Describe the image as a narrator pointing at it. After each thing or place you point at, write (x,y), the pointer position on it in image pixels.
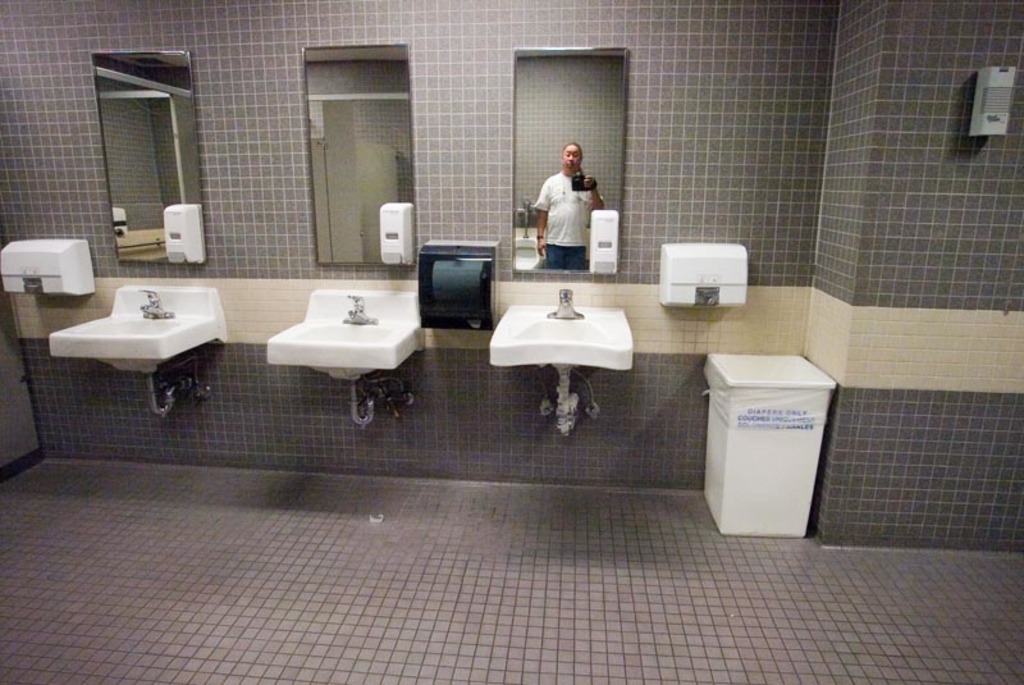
In this picture we can see mirrors (618,153) placed on the wall (878,116), hand dryers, hand wash containers (595,218), wash basin (146,344) with tap (570,317). We can see the reflection (564,147) of a man (564,261). On the floor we can see a white trash bin (816,447).
